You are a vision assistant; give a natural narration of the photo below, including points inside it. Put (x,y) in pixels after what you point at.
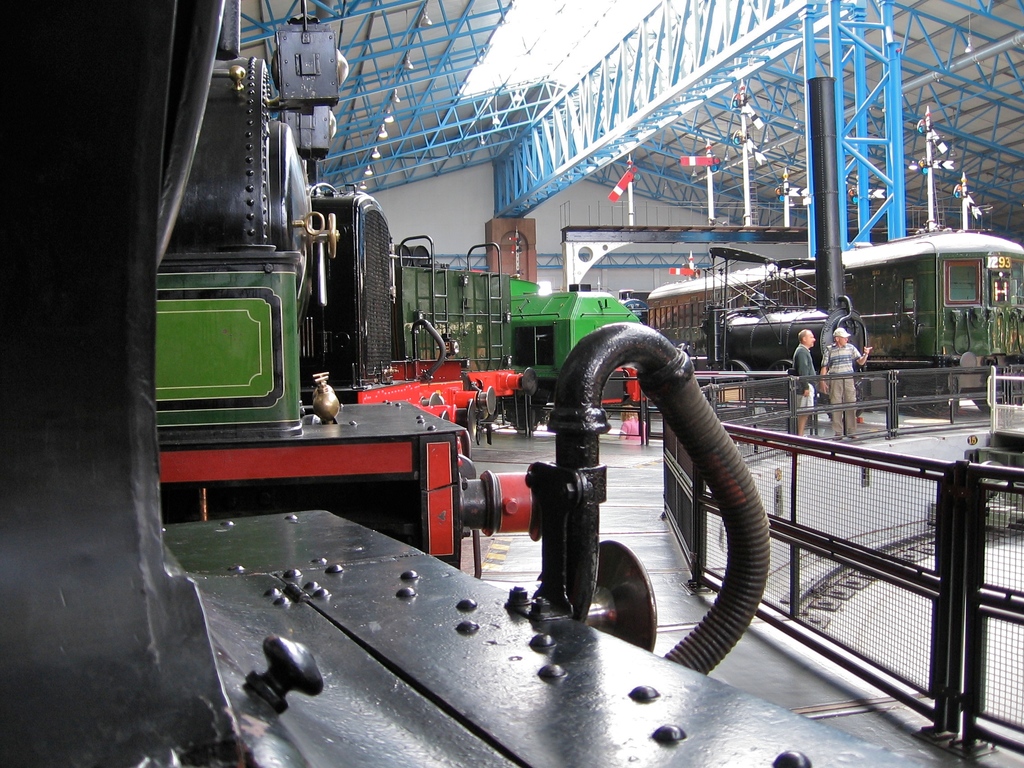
In this image there are train engines (469,323) in the godown (618,205). At the top (615,108) there are so many iron rods (656,91). On the right side (832,537) there is a fence (889,398). Beside the fence (882,431) there is a train (783,356) on the railway track (828,585). In the middle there are two persons (831,380) who are standing near the fence (810,410).
